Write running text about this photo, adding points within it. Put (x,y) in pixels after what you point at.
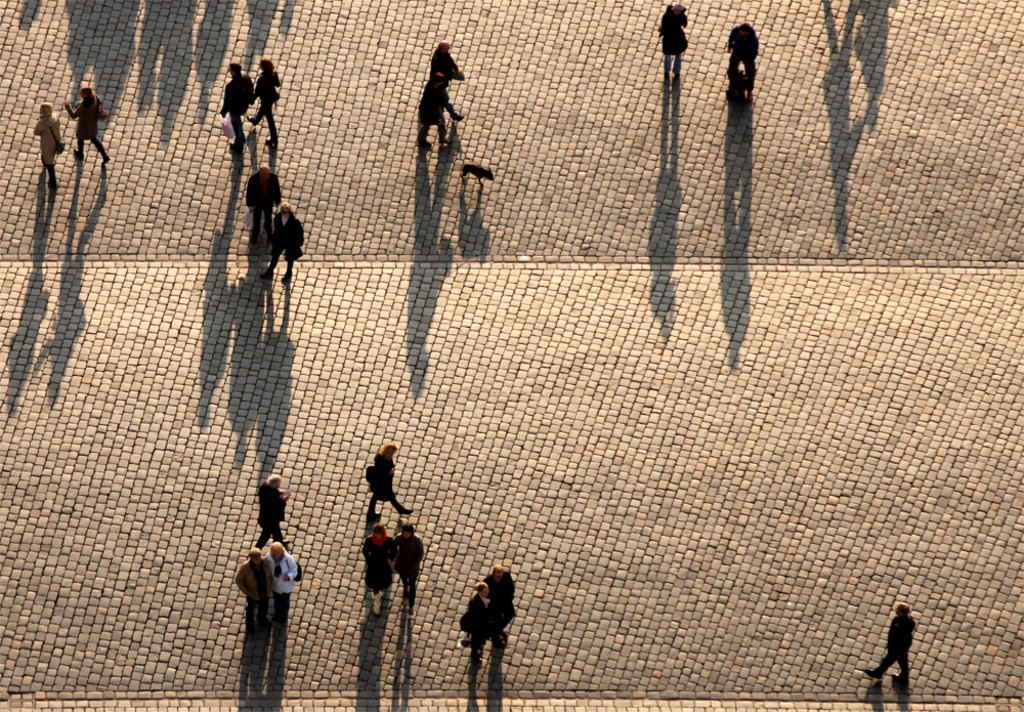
This is the picture taken from the top view and we can see some people (243,568) and among them few people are walking and few people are standing and there is an animal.
